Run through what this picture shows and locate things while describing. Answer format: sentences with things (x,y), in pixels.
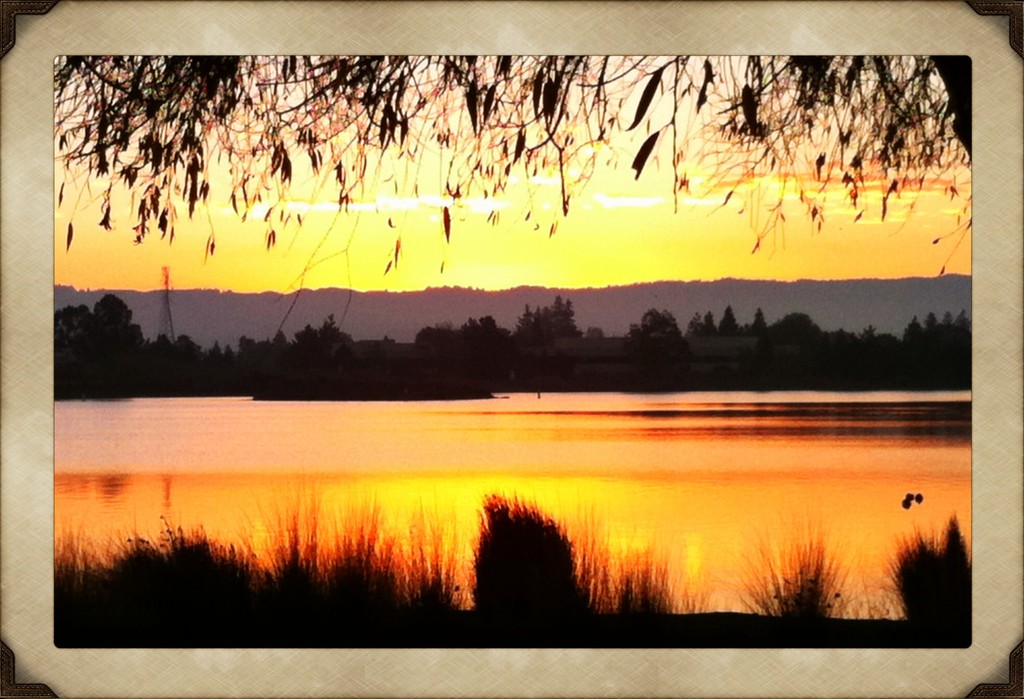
In this picture we can see trees (212,391), water (478,457), mountains (907,302) and in the background (418,287) we can see the sky (684,148) with clouds (357,205).
